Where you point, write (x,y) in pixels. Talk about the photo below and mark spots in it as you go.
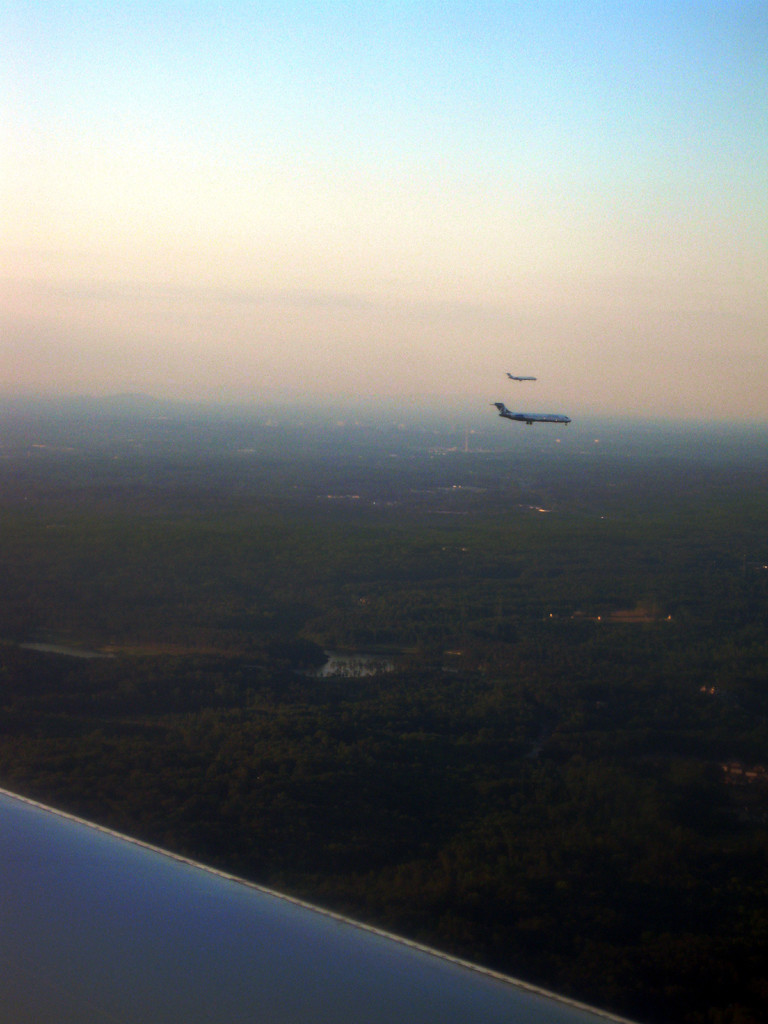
In this image, we can see aeroplanes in the sky (318,320) and at the bottom (478,721), there are buildings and we can see trees (536,759) and there is ground (248,680).
